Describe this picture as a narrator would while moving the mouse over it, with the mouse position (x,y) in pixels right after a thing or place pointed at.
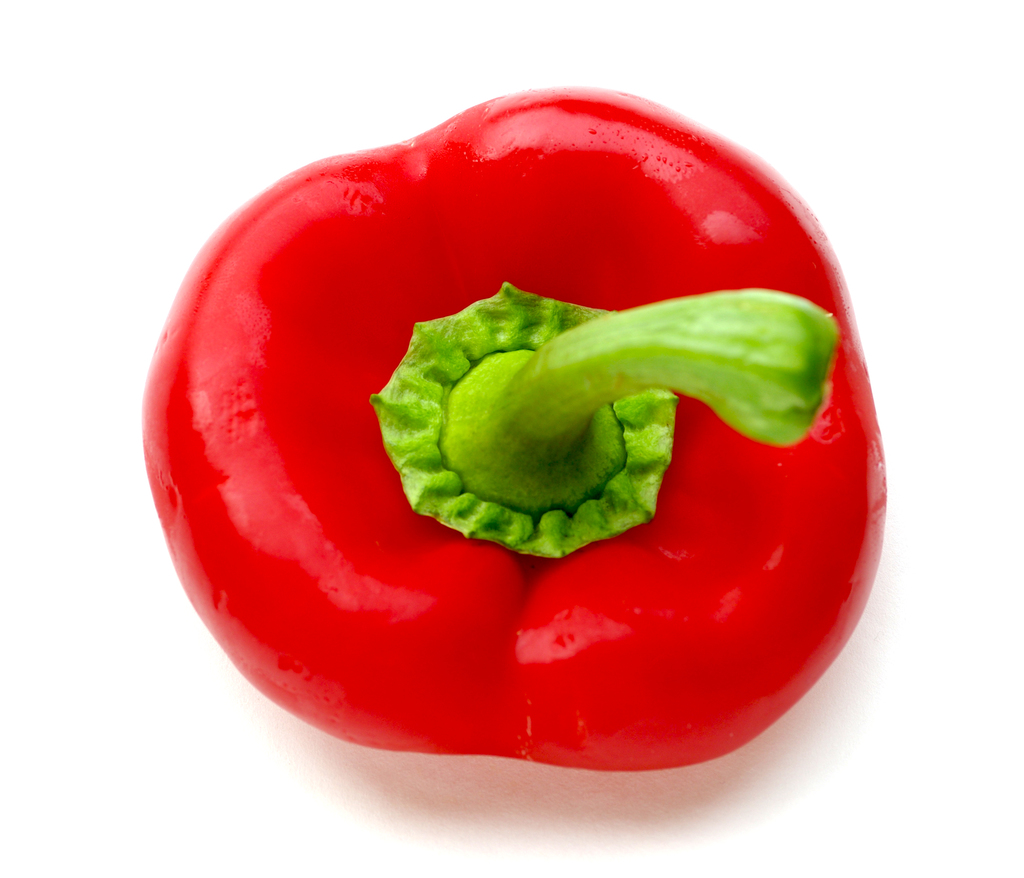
In the image we can see a red capsicum (235,373) with green stem (502,431) and the surface (94,193) is white.
